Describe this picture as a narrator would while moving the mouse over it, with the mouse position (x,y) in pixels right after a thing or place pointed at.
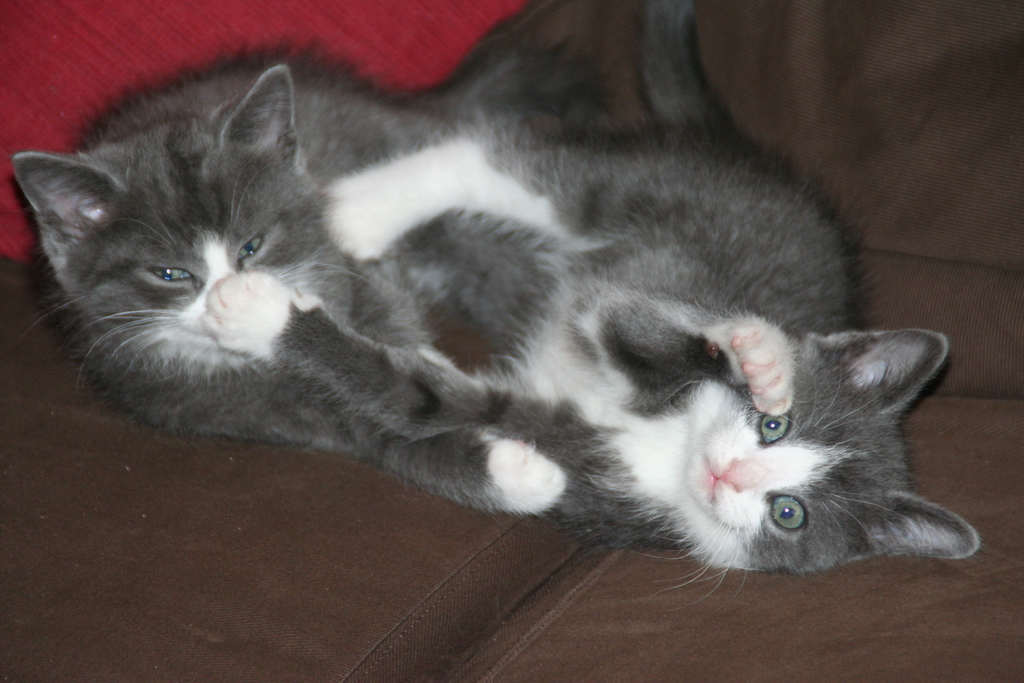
In this image there are two cats (432,378) laying on a sofa (945,471).
